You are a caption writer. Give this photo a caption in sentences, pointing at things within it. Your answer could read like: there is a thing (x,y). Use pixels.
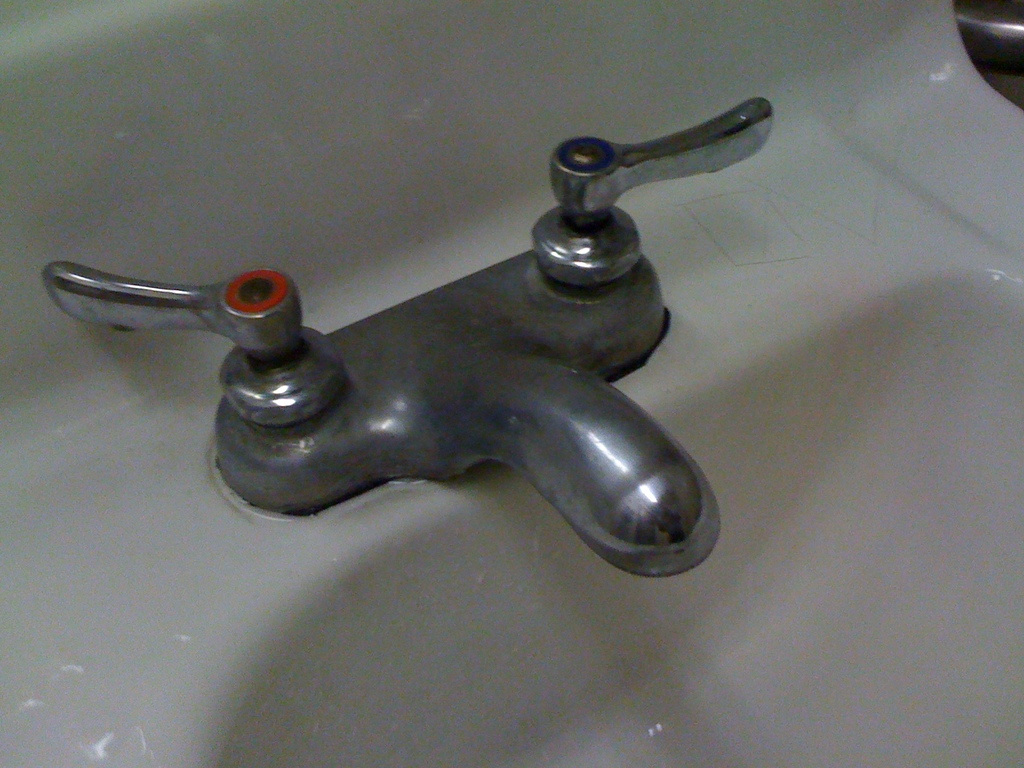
In this image, we can see sink (497,623) with taps (377,481). Right side of the image (1001,57), we can see a silver color object (997,44).
